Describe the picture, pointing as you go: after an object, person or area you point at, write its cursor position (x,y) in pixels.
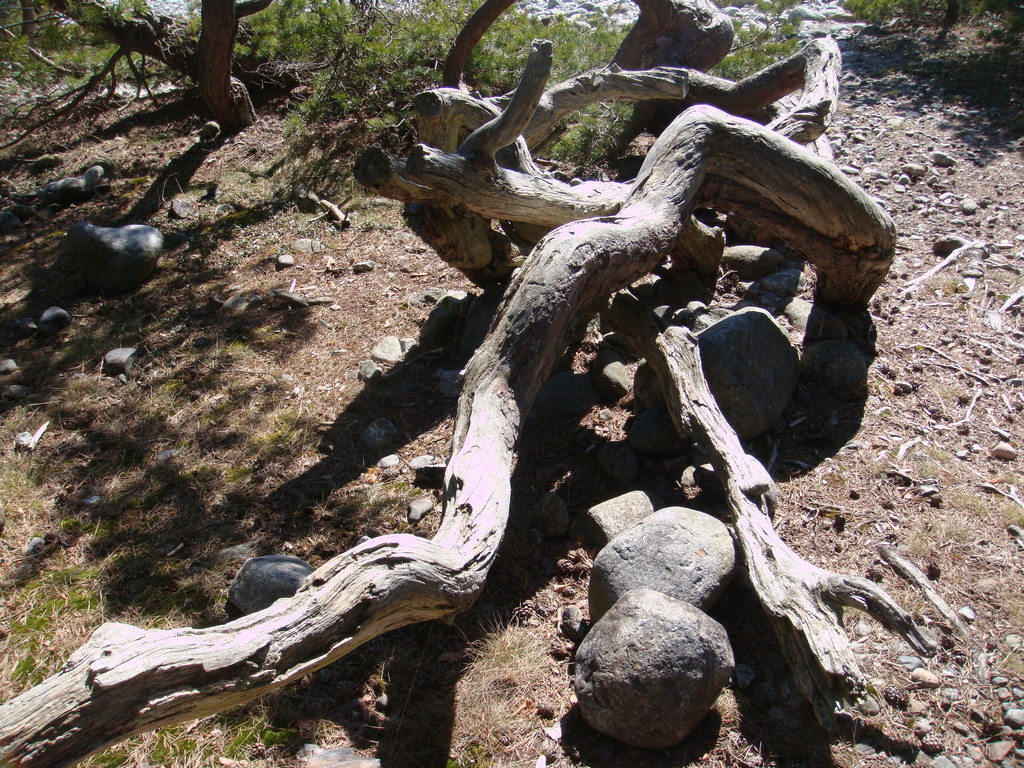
In the center of the image (516,397) there is a log (528,263) and we can see stones (656,617). In the background (399,90) there is grass (493,39) and a tree (208,75).
